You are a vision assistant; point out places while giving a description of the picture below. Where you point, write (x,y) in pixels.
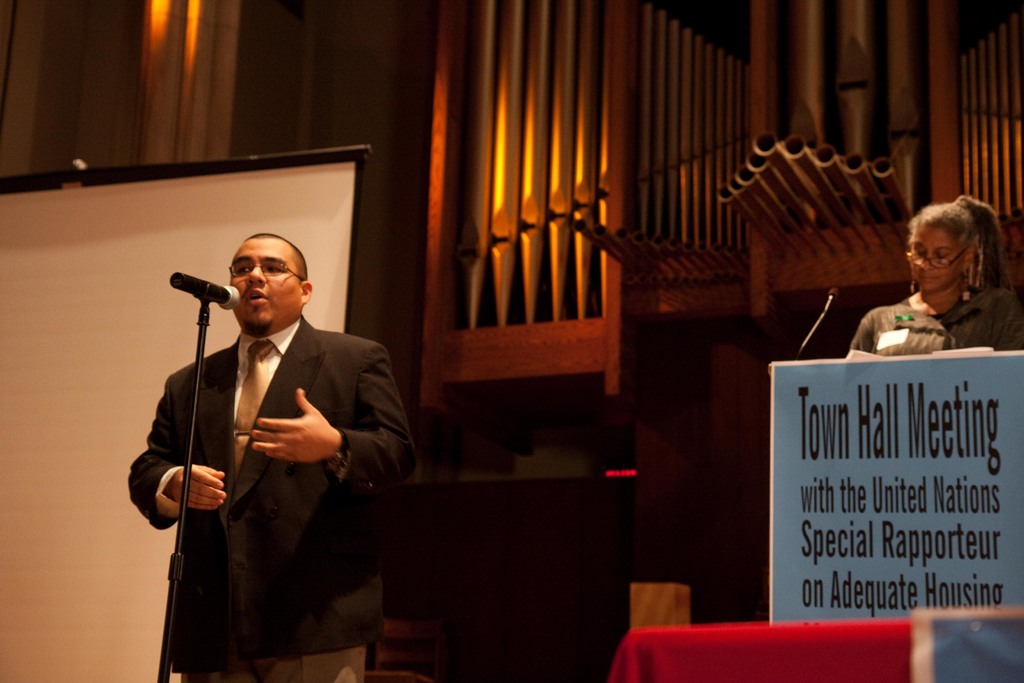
In this picture there is a person (314,451) wearing black suit (338,485) is standing and speaking in front of a mic (231,294) and there is another woman (879,314) standing and there is a wooden stand (906,477) which has something written on it in the right corner (945,430) and there are some other objects (633,176) in the background (455,133).
